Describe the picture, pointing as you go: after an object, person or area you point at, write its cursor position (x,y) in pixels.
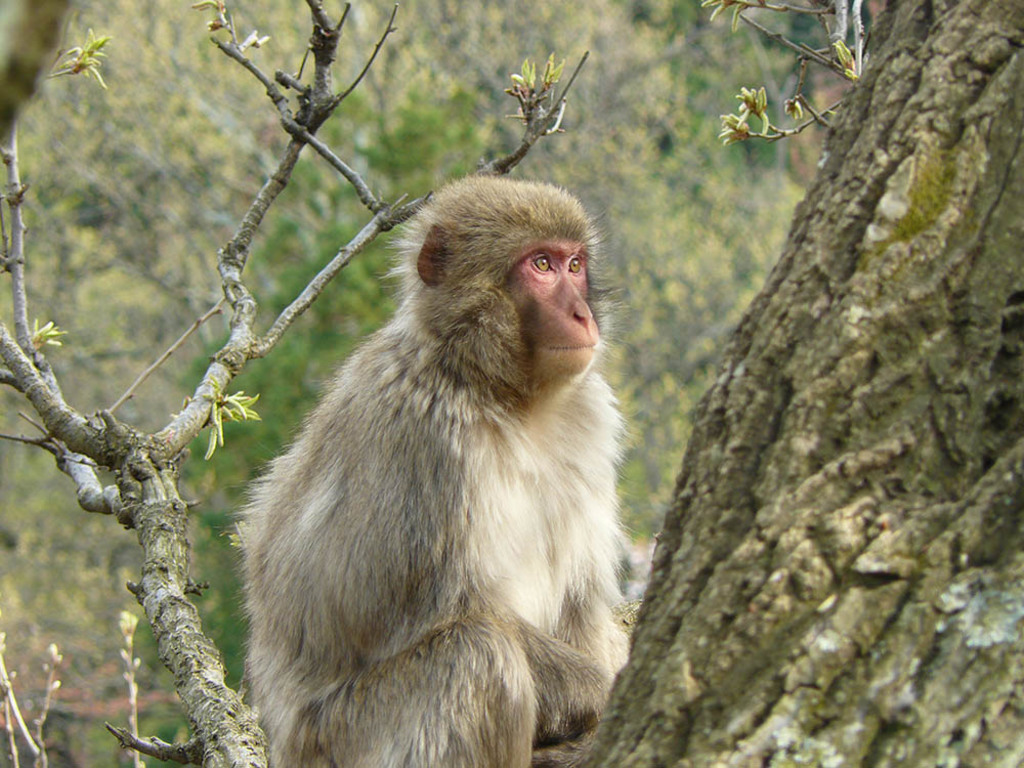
In this image, I can see a monkey (459,595) sitting on the tree branch (246,734). This looks like a tree trunk (840,487). These are the leaves (243,414). The background (190,215) looks blurry.
